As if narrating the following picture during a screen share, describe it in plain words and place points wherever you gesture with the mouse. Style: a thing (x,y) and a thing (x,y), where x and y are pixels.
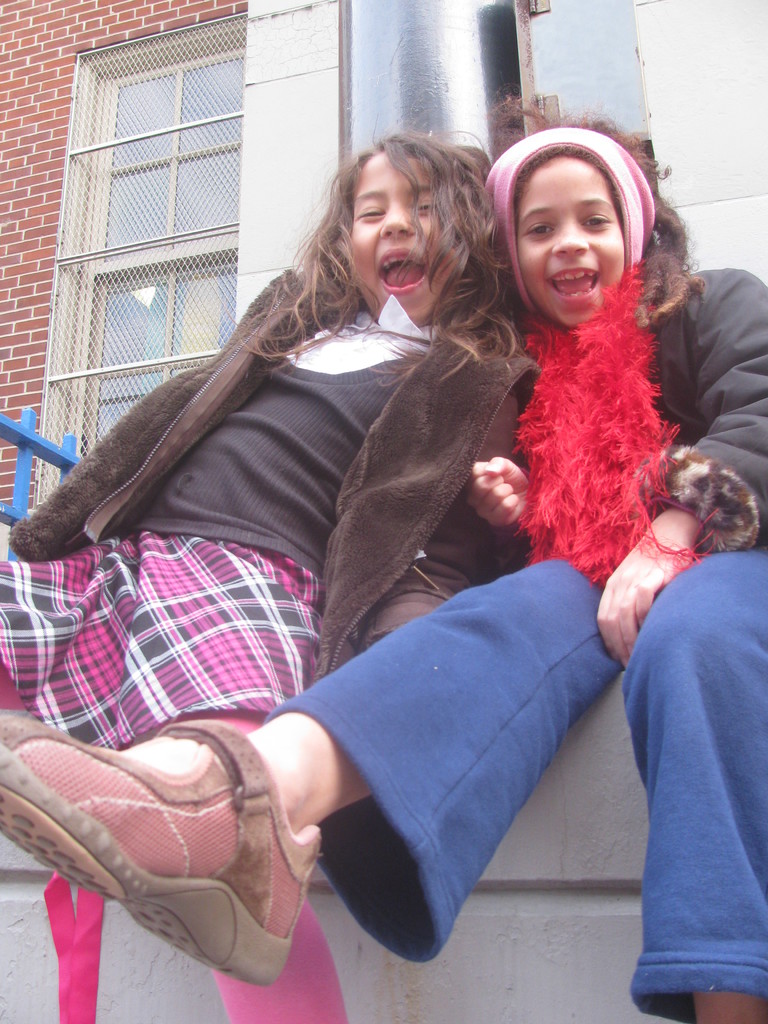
In this image I can see two girls (335,470) are smiling. In the background (180,173) I can see a brick wall (19,376), a window (87,189) and other objects (406,0).
